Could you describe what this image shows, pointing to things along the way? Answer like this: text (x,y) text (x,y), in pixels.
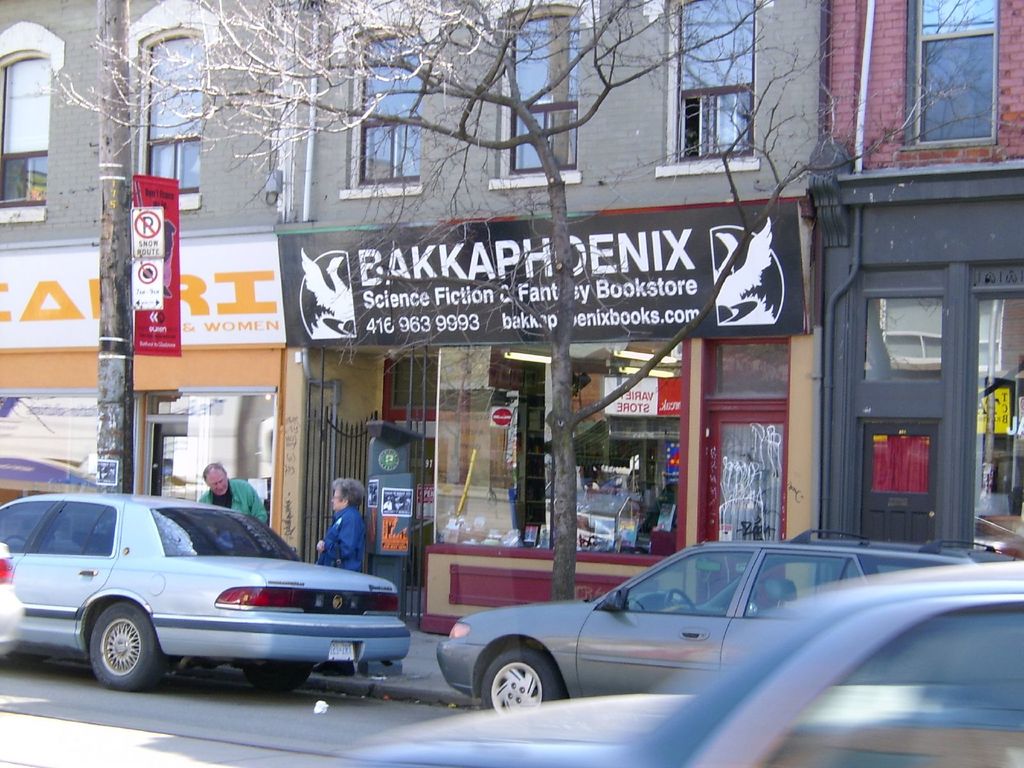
In this image we can see some cars (585,621) on the road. We can also see a man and a woman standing on a footpath (418,643). On the backside (396,315) we can see a tree (555,161), pole (127,474), banner (140,341), board (362,316) and a building (410,167) with windows (716,122) and a door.
